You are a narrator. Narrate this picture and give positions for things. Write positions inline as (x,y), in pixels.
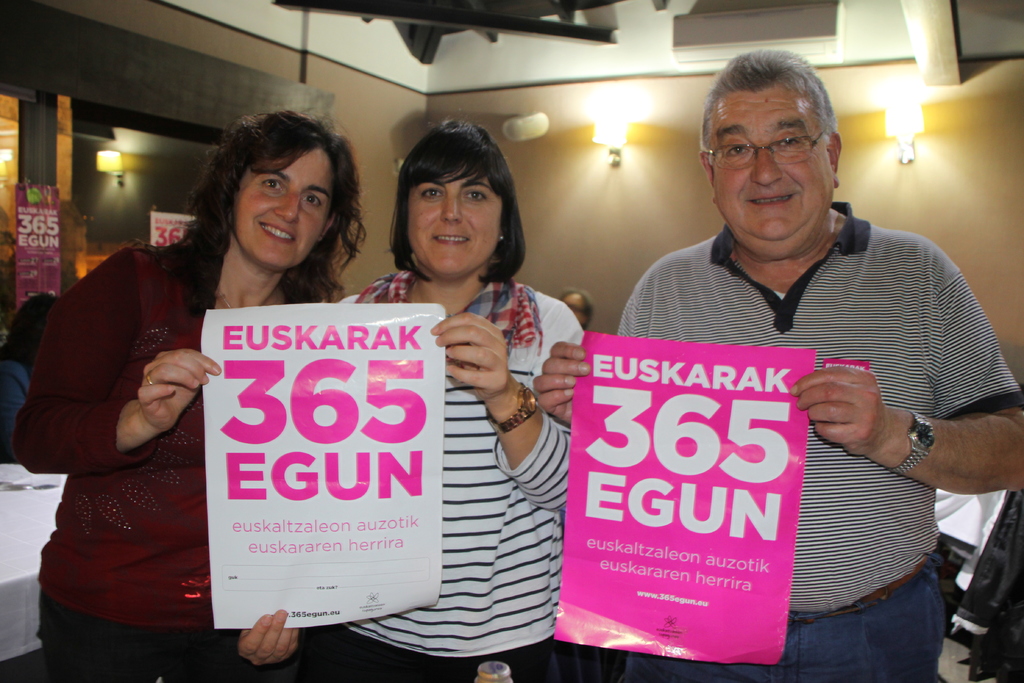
In this image we can see three persons (827,205) are holding posters (663,436) with their hands (562,365). In the background (104,153) we can see clothes (1020,615), people (4,447), posters (39,229), lights (611,129), glasses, and wall (958,172).
